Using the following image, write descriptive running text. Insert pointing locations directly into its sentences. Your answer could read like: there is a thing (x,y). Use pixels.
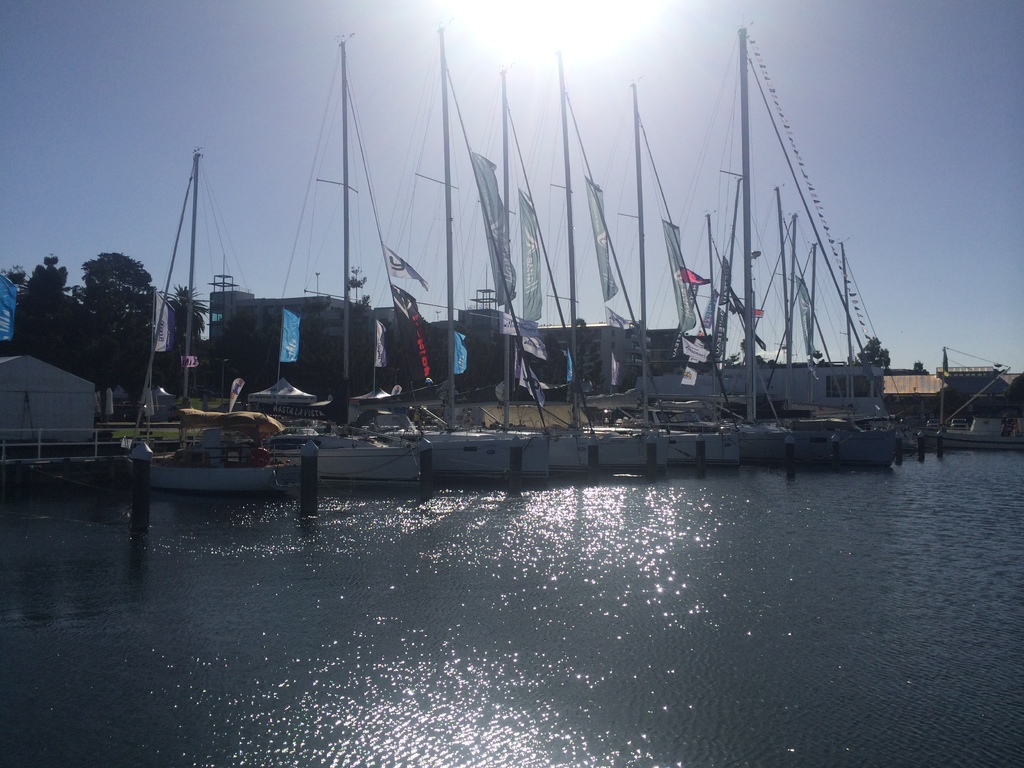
This image is taken outdoors. At the top of the image (303,125) there is the sky (910,153) with the sun (518,32). At the bottom of the image (371,632) there is a river (483,633) with water (742,607). In the background (123,316) there are a few trees (125,322) and there are a few houses (988,392). In the middle of the image (614,446) there are many boats (357,442) on the river (580,602). There are many poles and flags (680,257).
